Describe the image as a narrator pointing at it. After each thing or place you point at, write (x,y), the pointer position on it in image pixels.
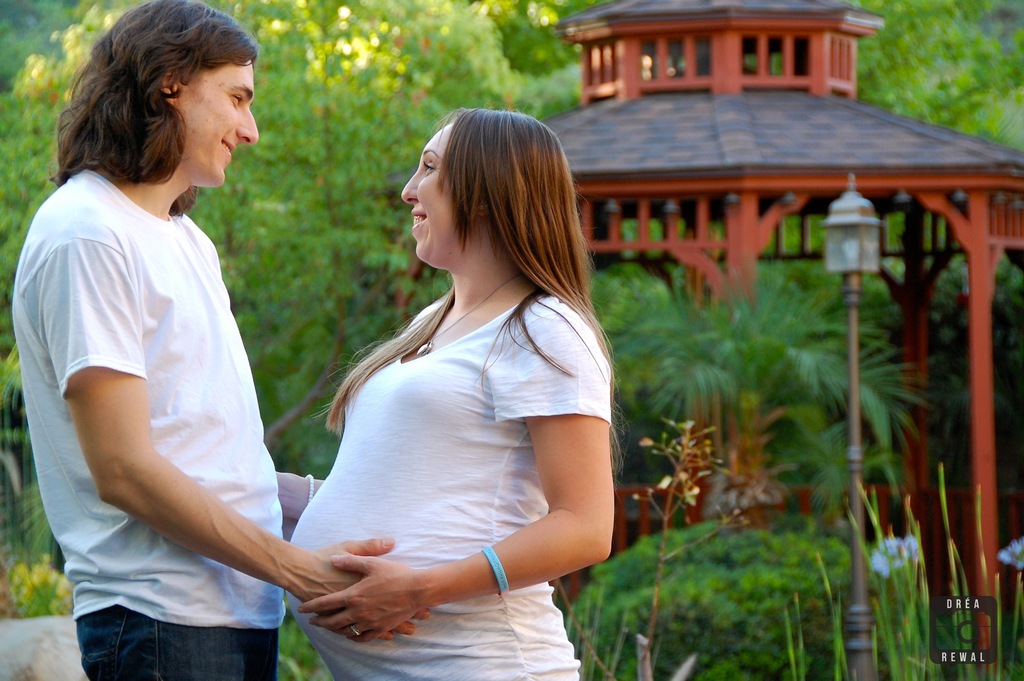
In this image I can see two people (378,402) are standing and smiling. Back I can see few trees (323,202), shed (972,502) and light pole (867,214).
